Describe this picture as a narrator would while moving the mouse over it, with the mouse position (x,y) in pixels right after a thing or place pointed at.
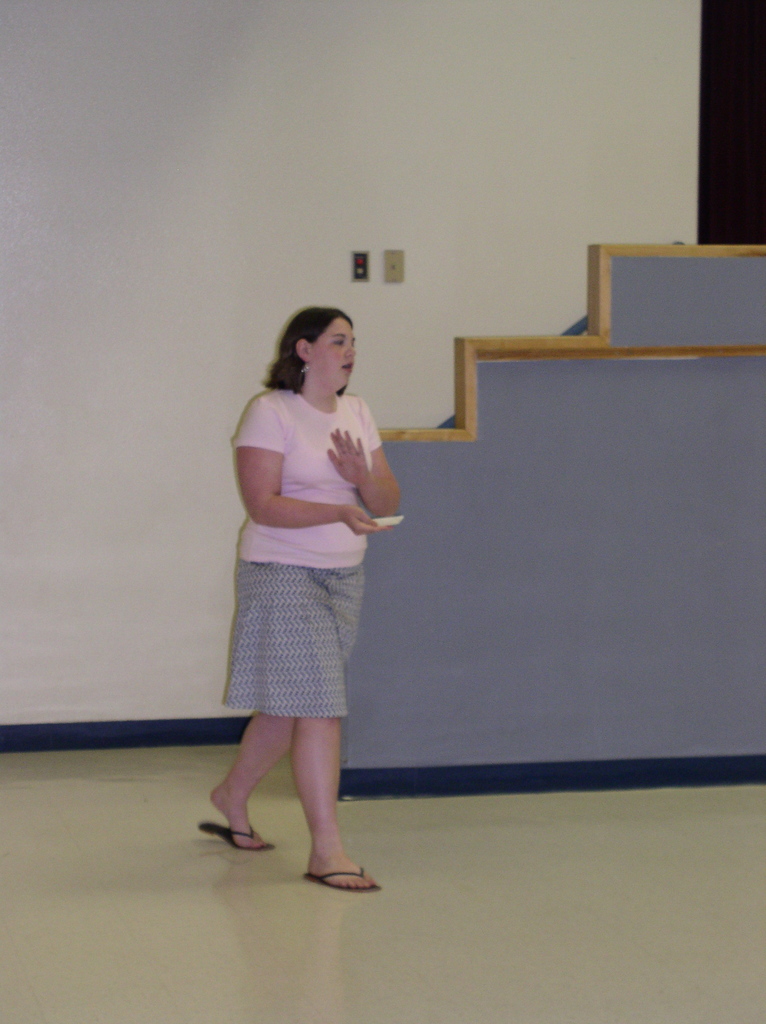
In this image I see a woman (320,544) who is wearing pink color top (318,445) and skirt (258,669) and I see the floor (155,988). In the background (18,672) I see the white wall (339,229) and I see the purple color thing (585,376) over here.
